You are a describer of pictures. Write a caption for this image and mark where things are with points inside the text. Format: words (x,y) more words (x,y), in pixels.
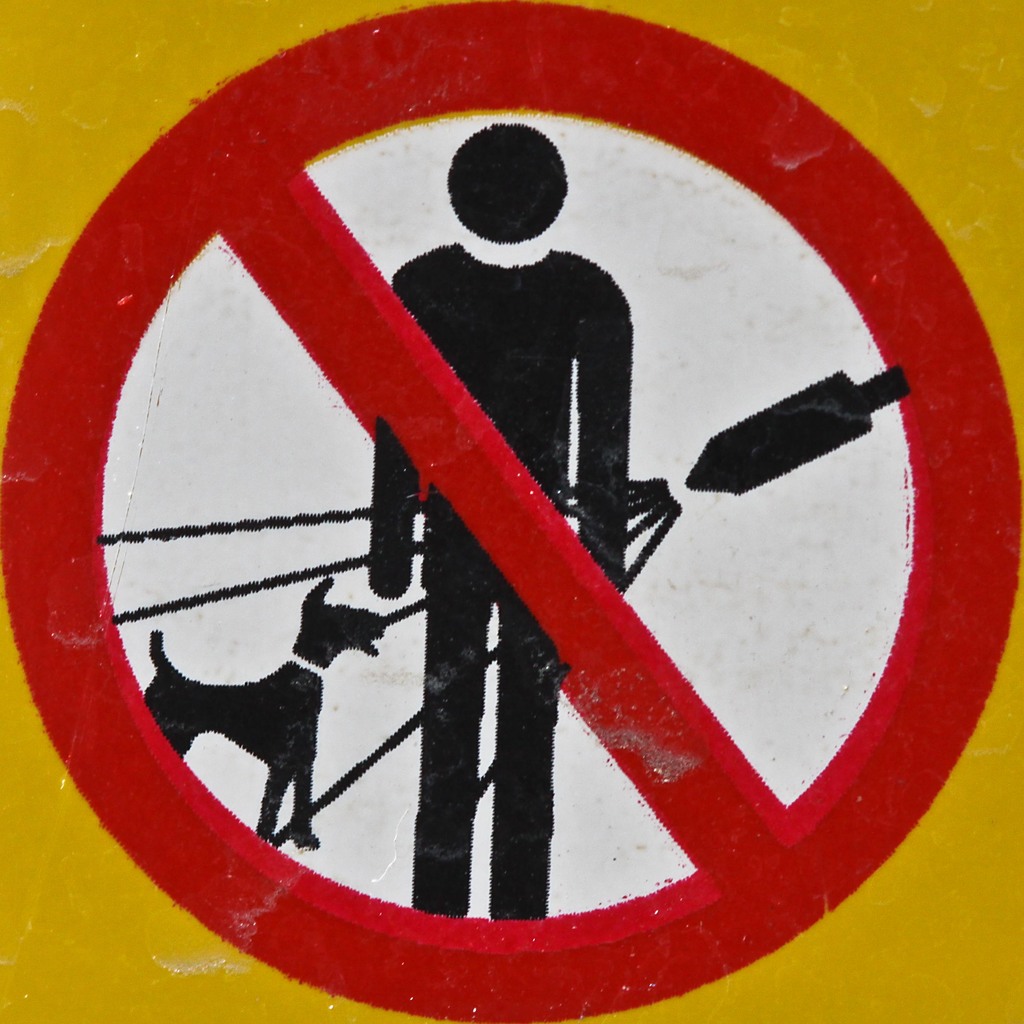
In this image we can see a sign board (477,571).
